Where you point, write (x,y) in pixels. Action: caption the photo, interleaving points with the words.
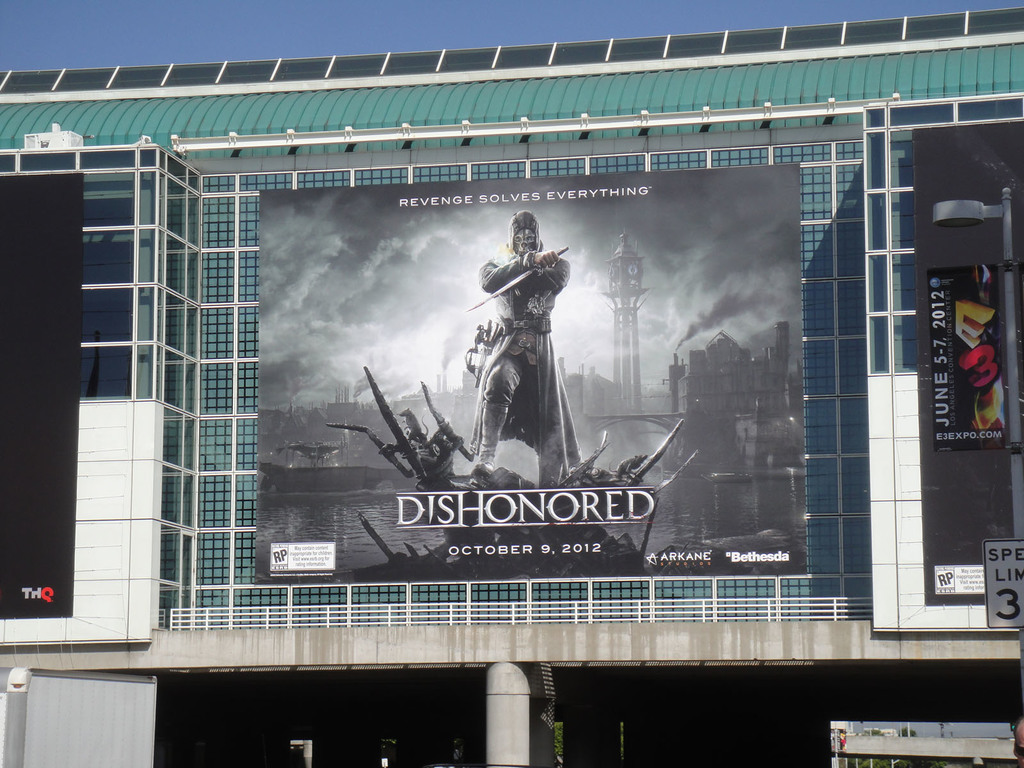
In this picture we can see hoardings (601,453) and glasses (166,334). In the background (46,16) there is sky (74,23).
